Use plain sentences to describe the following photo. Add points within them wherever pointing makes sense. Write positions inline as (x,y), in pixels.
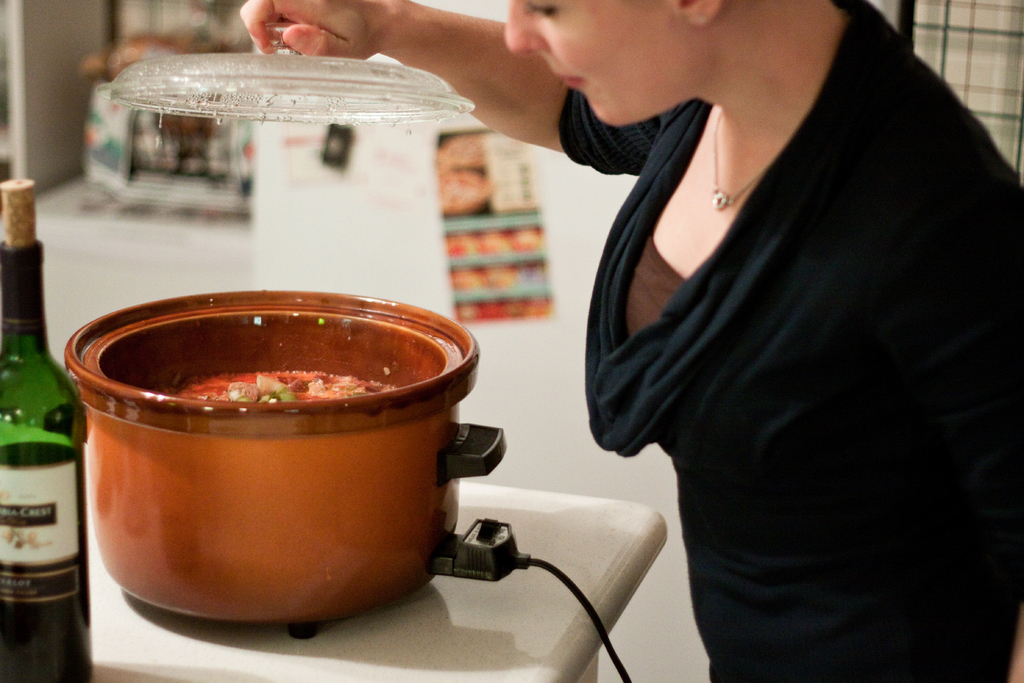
Here in this picture we can see a table (501,608), on which we can see a wine bottle (10,208) and a bowl (202,517) with food (248,379) in it present over there and beside it we can see a woman (670,337) standing in a black colored dress (769,456) over there and she is holding the lid (342,100) of the bowl (364,498) in her hand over there.
